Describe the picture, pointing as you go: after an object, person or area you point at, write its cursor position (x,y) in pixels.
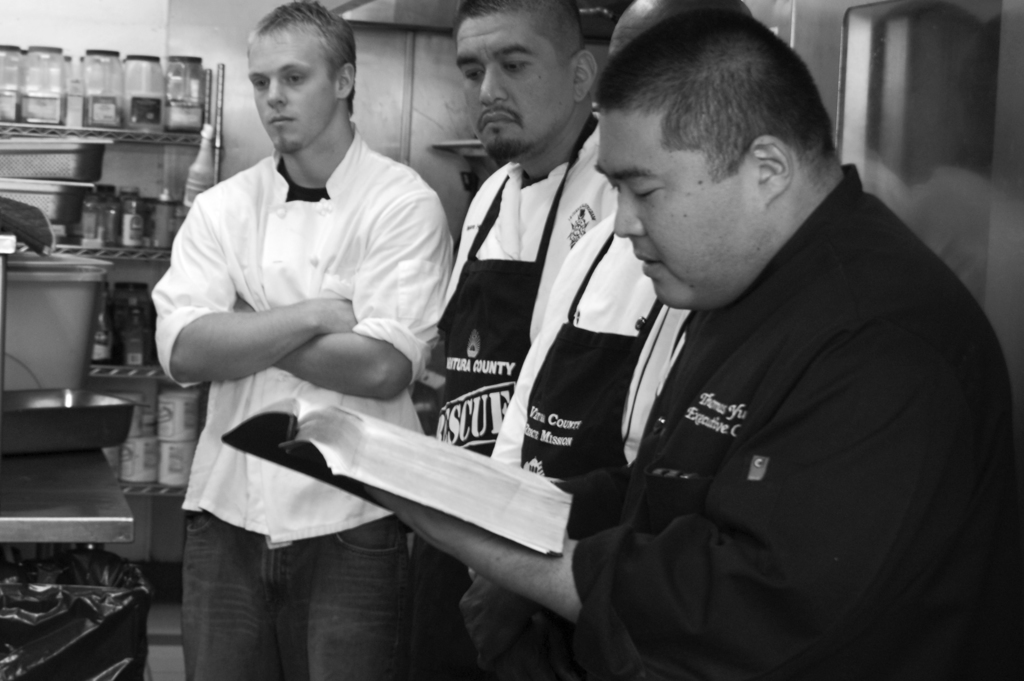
As we can see in the image there is a white color wall (358,31), rack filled with bottles (92,205), table (97,450) and group of people (568,232) standing. The man (817,467) standing on the right side (820,492) is wearing black color dress (737,515) and holding a book (445,490).
